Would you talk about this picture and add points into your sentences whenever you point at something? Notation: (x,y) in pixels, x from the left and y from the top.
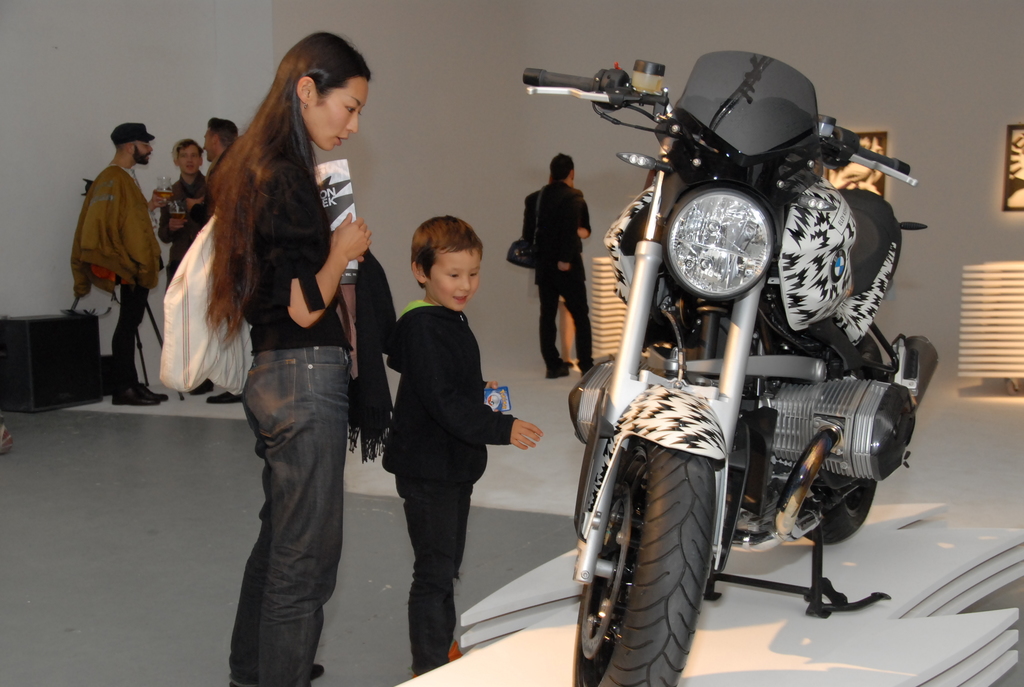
In this picture, we see a bike (716,308). Beside that, we see a woman (270,180) and a boy (422,317) are standing. She is wearing a bag (191,305) and she is holding a book (340,163) in her hands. Beside her, we see three men (126,211) are standing. The man (146,267) on the left side (117,234) is holding a glass (164,181) in his hands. Behind him, we see a black color object (82,400). In the background (549,259), we see a man (586,233) is standing and we see a wall (223,59) in white color. At the bottom (939,645), we see the white color planks (903,567).
